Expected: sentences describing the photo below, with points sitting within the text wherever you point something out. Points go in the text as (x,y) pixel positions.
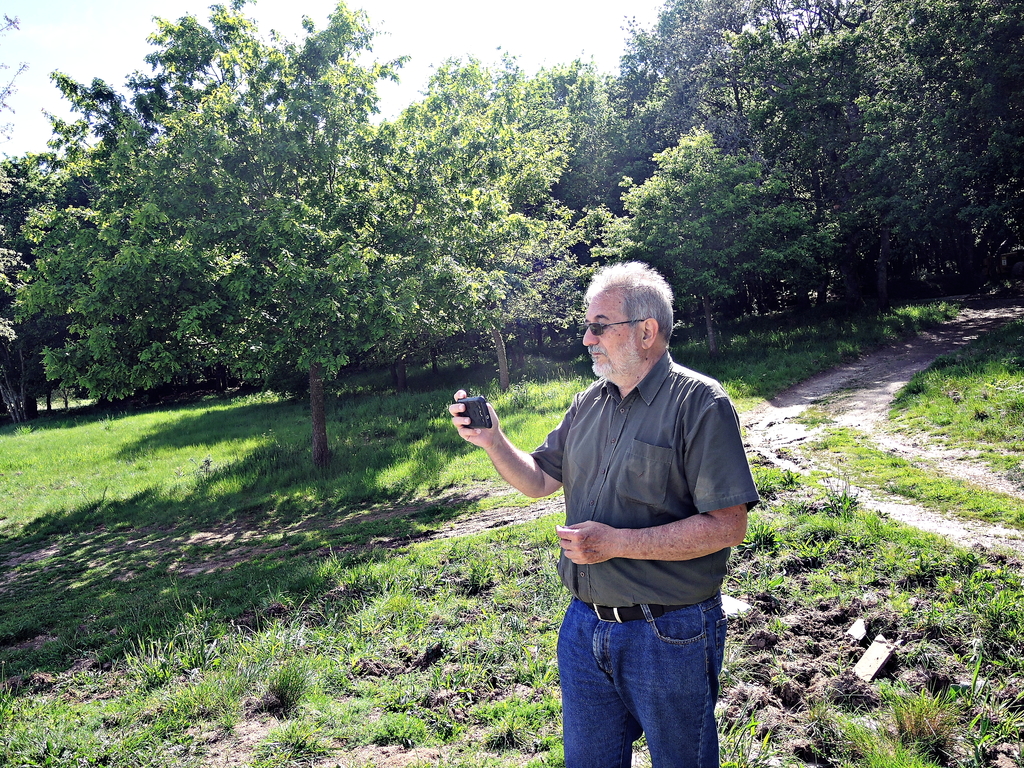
In the center of the image (629,276) there is a person (718,684) holding a phone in his hand (452,413). At the bottom of the image (439,702) there is grass (433,688). In the background of the image (463,323) there are trees (425,168).
